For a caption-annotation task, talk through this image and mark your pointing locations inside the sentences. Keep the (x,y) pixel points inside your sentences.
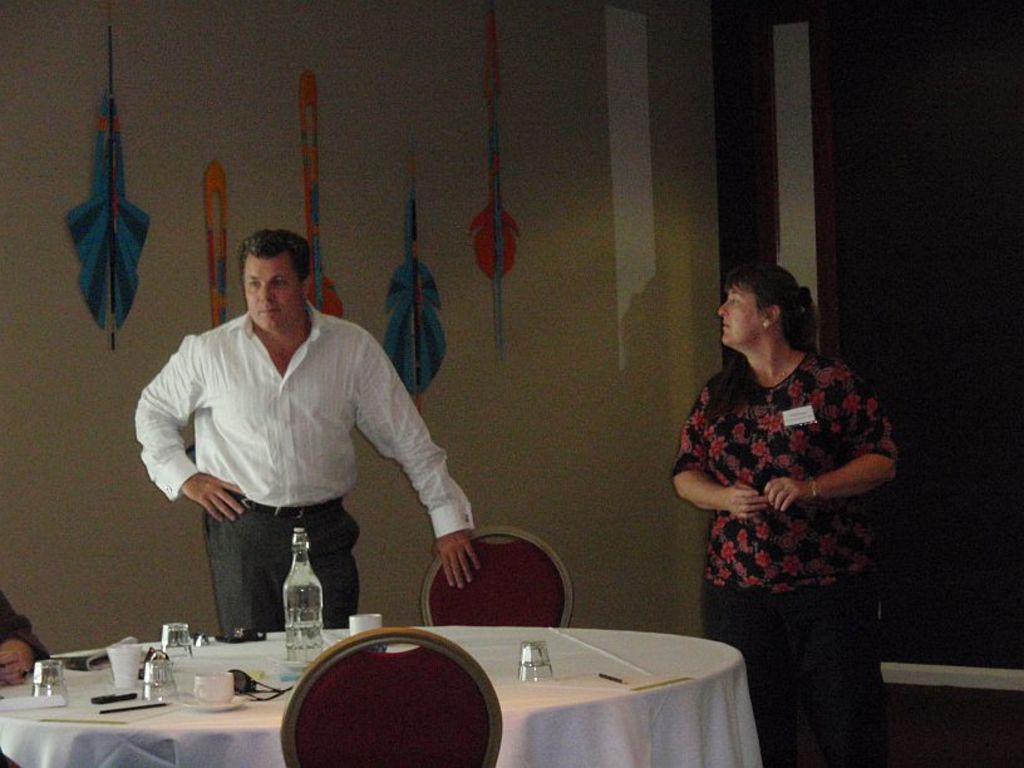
There is a man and woman (739,508) standing beside each other in front of table (614,752) where some glasses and bottles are placed behind them there is a wall hanger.
